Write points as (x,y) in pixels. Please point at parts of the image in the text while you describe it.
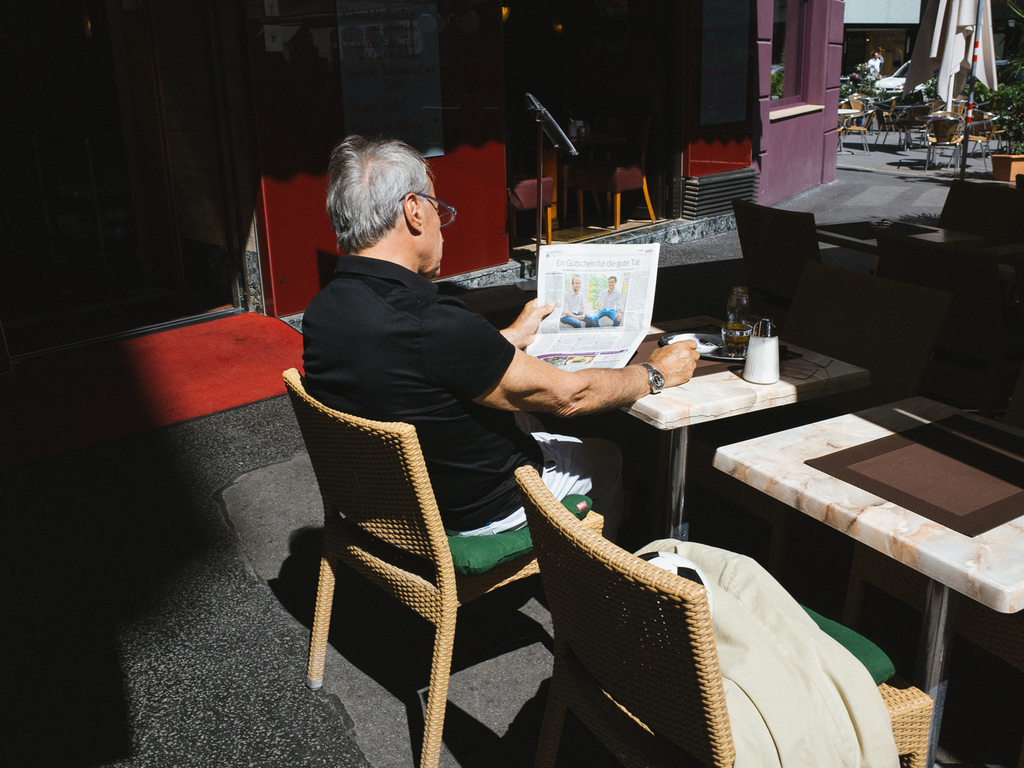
This person (471,492) sitting on the chair (421,515) and holding paper (605,334). We can see tables (680,400) and chairs (828,315), on the table (838,373) we can see jar (749,368), plate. On the background (373,78) we can see wall (766,52), door (669,96), glass window (781,56). Afar we can see chairs (944,108), person (876,58), vehicle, trees (1009,102).
